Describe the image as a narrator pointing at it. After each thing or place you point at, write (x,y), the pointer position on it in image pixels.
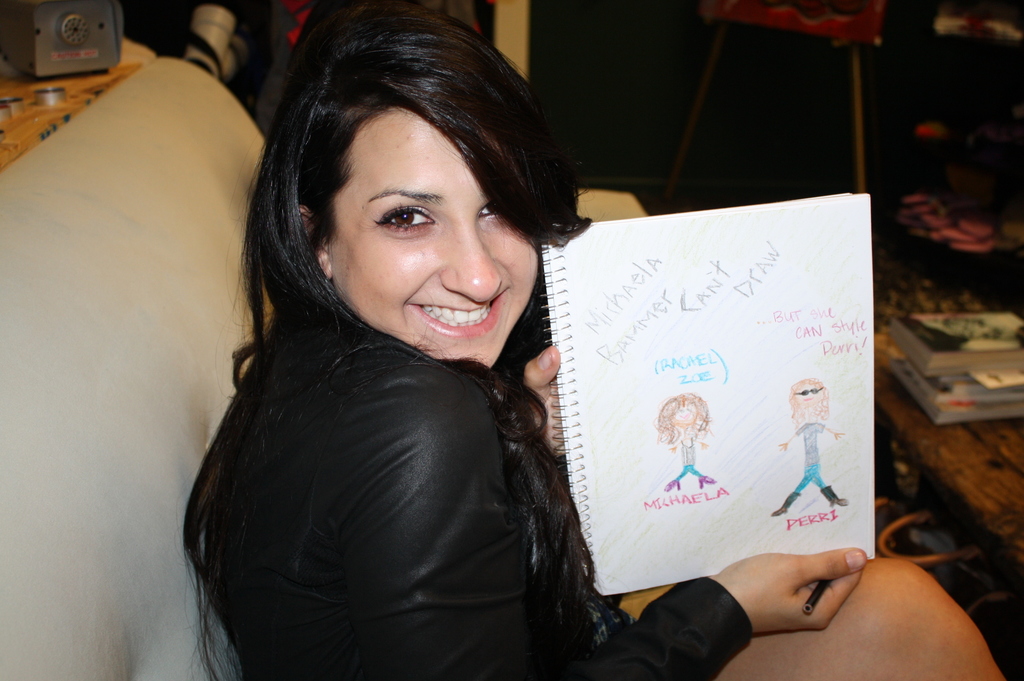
In this image there is a lady (360,487) sitting on a sofa (204,175) in her hand (744,582) there is a book (610,582) on that book (823,459) there are pictures (820,430) and text (832,309), in the background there is a table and there are books (965,351) on a table (968,447), on the top left (41,58) there is an object (46,71).
